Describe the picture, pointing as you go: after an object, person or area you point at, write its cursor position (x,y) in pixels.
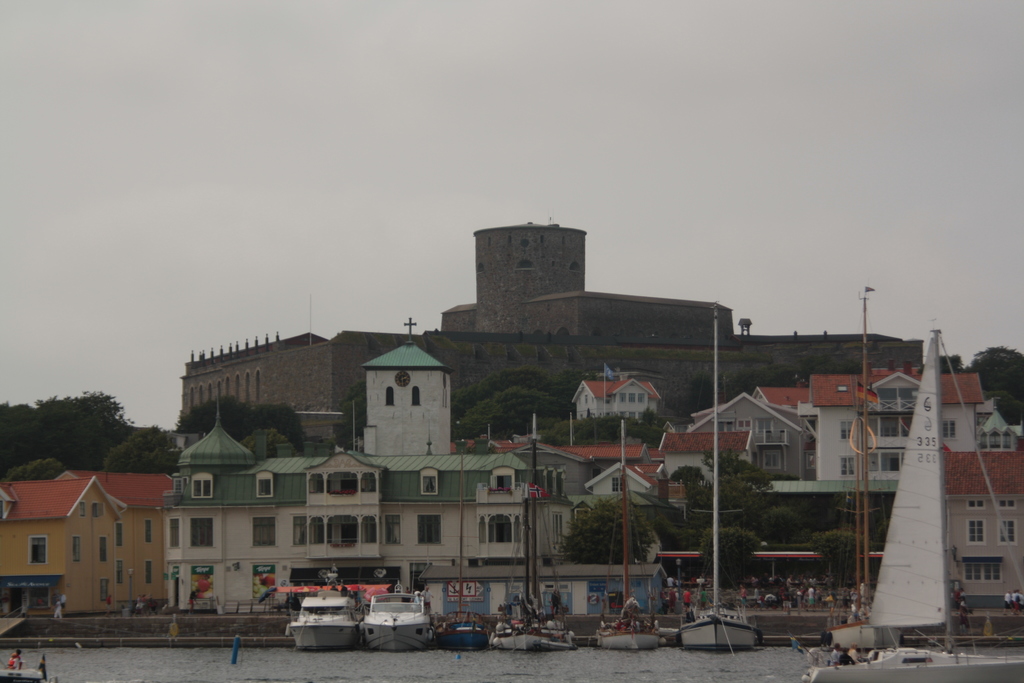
In this image I can see the water (256,665), few boats (833,676) on the surface of the water (472,677) and few persons (829,658) on the boats (906,669). In the background (314,531) I can see few trees (722,552), few buildings (416,482), few persons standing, a fort (531,365) and the sky (730,170).
